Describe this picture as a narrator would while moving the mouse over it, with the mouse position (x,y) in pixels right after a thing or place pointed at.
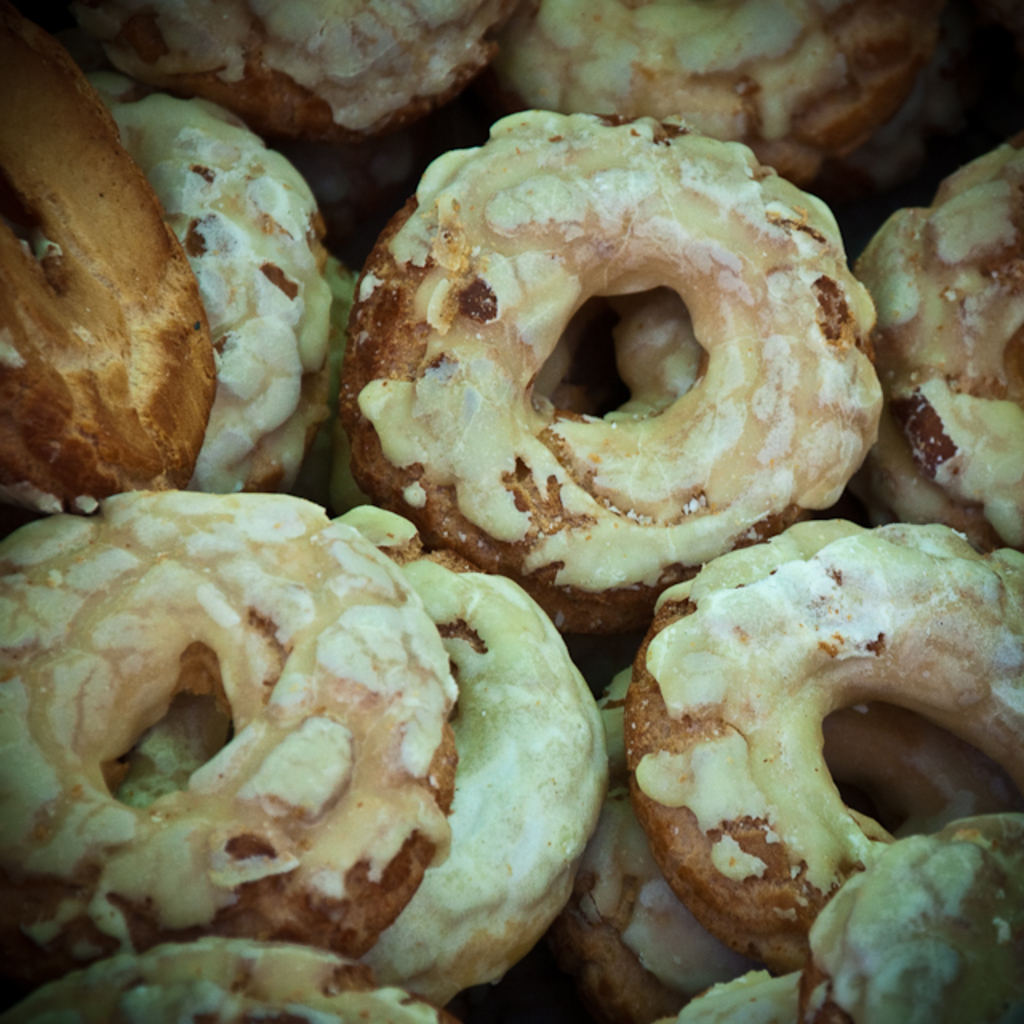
In this picture we can see some doughnuts (381,244).
